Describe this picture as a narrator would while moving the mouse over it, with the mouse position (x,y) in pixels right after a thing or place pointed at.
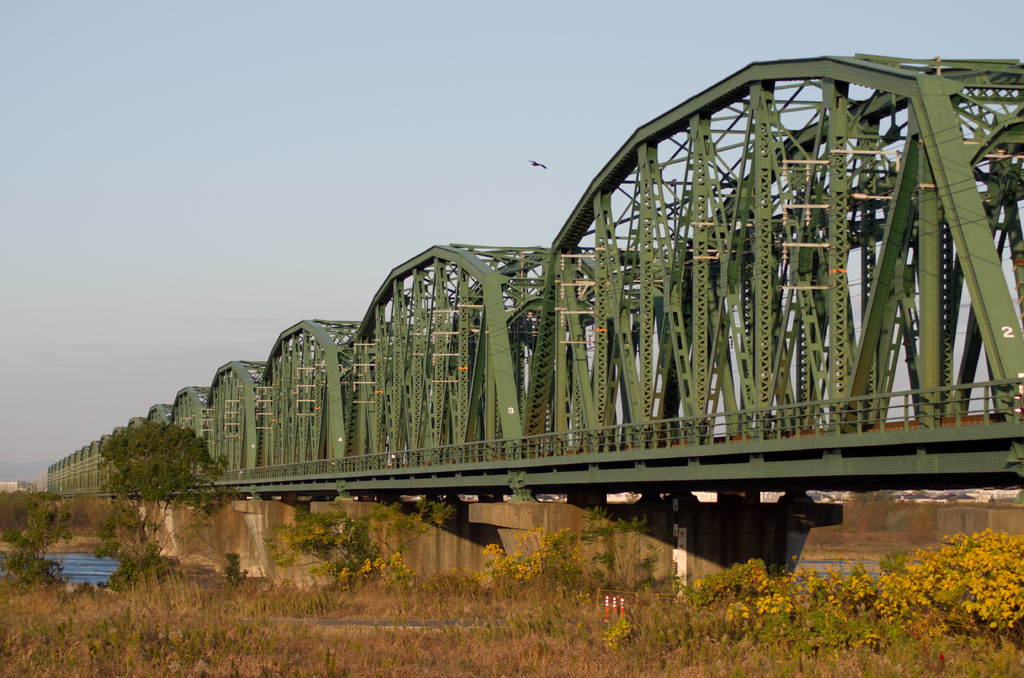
In this image, we can see some plants (327,569) and trees (134,515). There is a bridge (550,320) in the middle of the image (476,339). At the top of the image (487,40), we can see the sky (764,58).
